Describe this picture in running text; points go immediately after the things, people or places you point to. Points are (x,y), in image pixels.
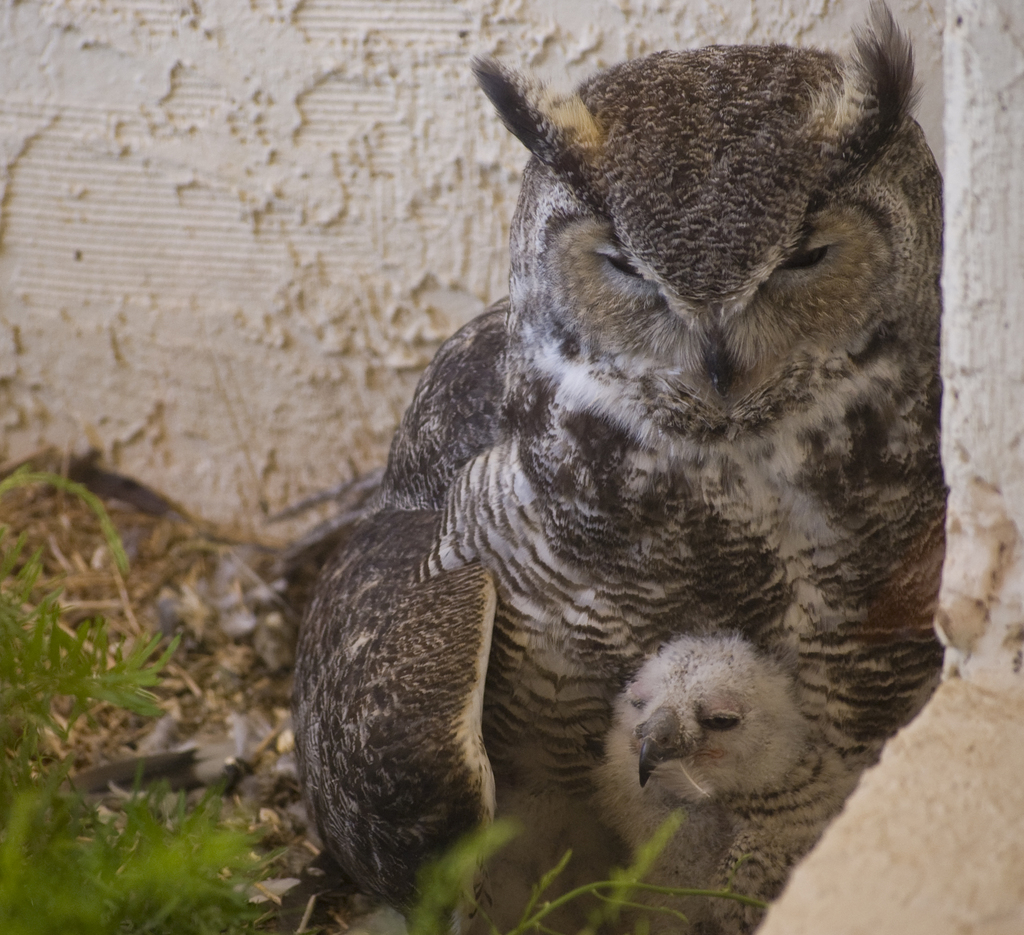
In the image we can see an owl (663,451) and owlet (692,748). Here we can see leaves (90,803) and the wall (245,189).
